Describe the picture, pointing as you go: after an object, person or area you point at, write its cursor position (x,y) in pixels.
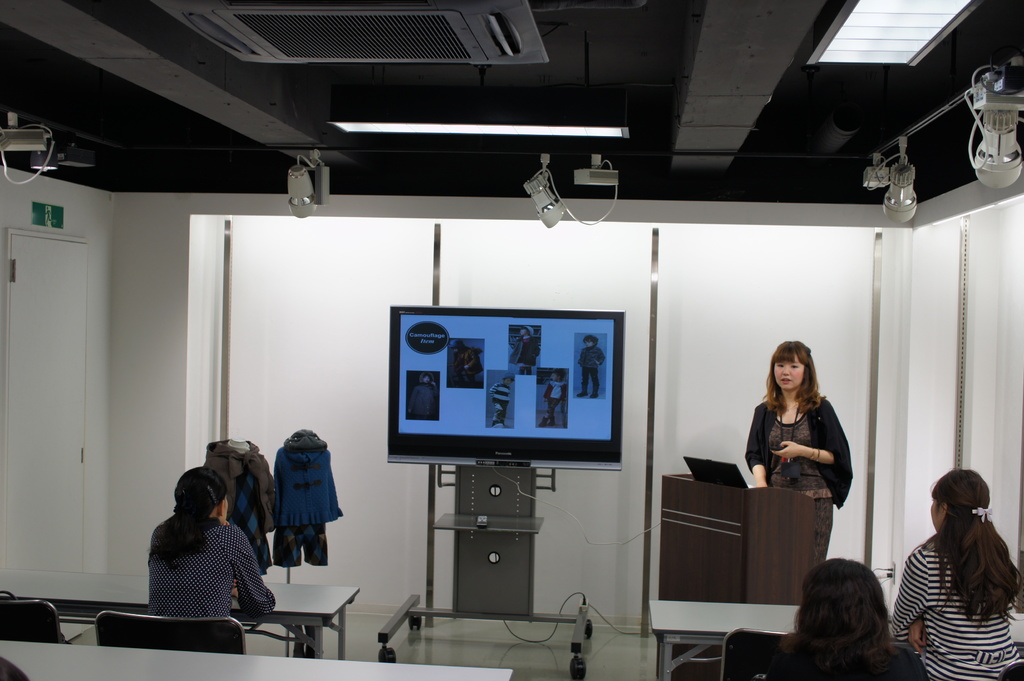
In this picture I can see few women (868,620) sitting in the chairs (746,632) and I can see a woman (835,470) standing at a podium (734,593) and I can see a laptop (717,471) on the podium (712,519) and a television (503,405) displaying few pictures (513,402) and I can see couple of mannequins (297,492) with clothes (271,482) and I can see few lights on the ceiling (539,158) and I can see tables (753,615).
